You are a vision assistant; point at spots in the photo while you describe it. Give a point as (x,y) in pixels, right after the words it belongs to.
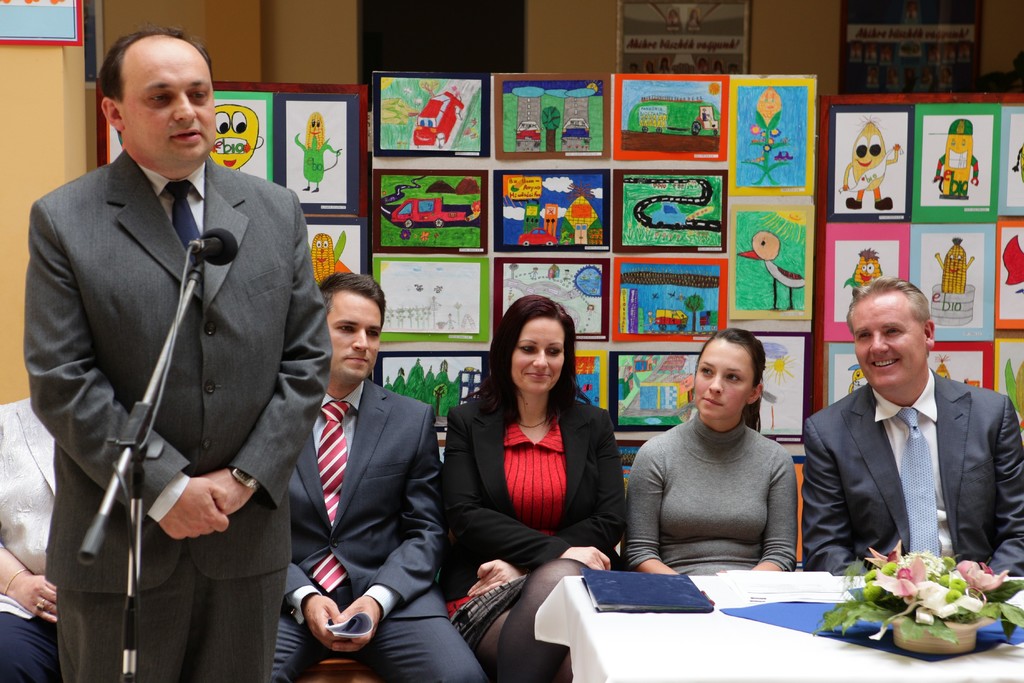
Here we can see a man (166,448) standing in front of a mike (163,357) and there are few persons (463,491) sitting on a bench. This is a table (771,660). On the table (776,660) there is a cloth (656,636), book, papers (789,599), and a plant (944,610). In the background (491,157) we can see boards (815,366), posters (584,263), wall (328,43), and frames (695,72).
